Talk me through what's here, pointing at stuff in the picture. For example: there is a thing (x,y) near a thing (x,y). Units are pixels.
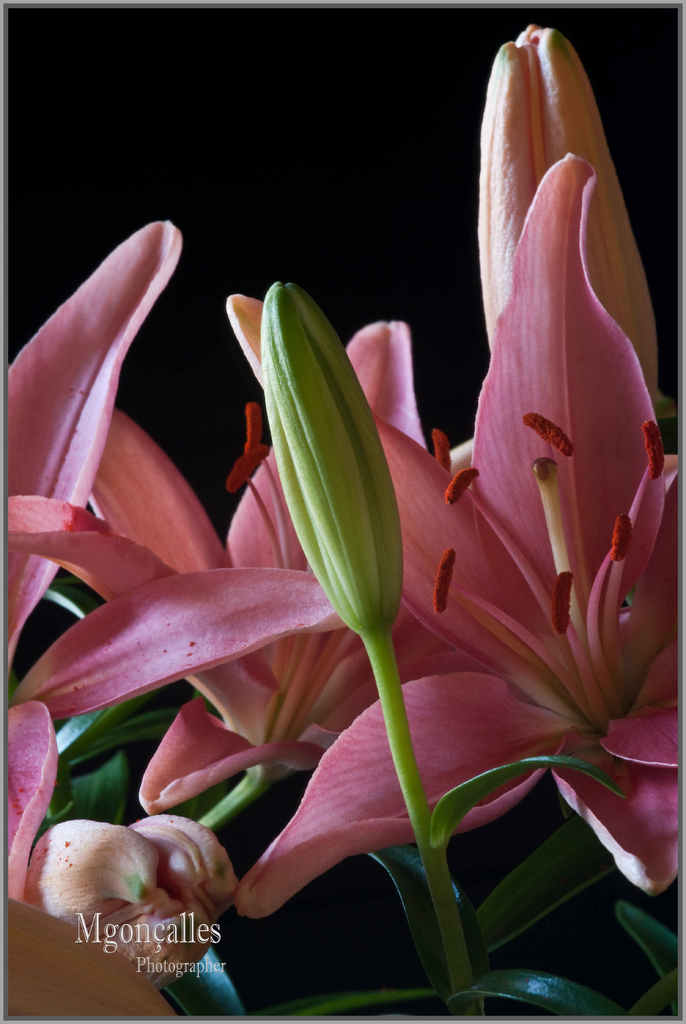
In the picture there are beautiful pink flowers (529,684) and a flower bud (312,537) to a plant (191,825).
